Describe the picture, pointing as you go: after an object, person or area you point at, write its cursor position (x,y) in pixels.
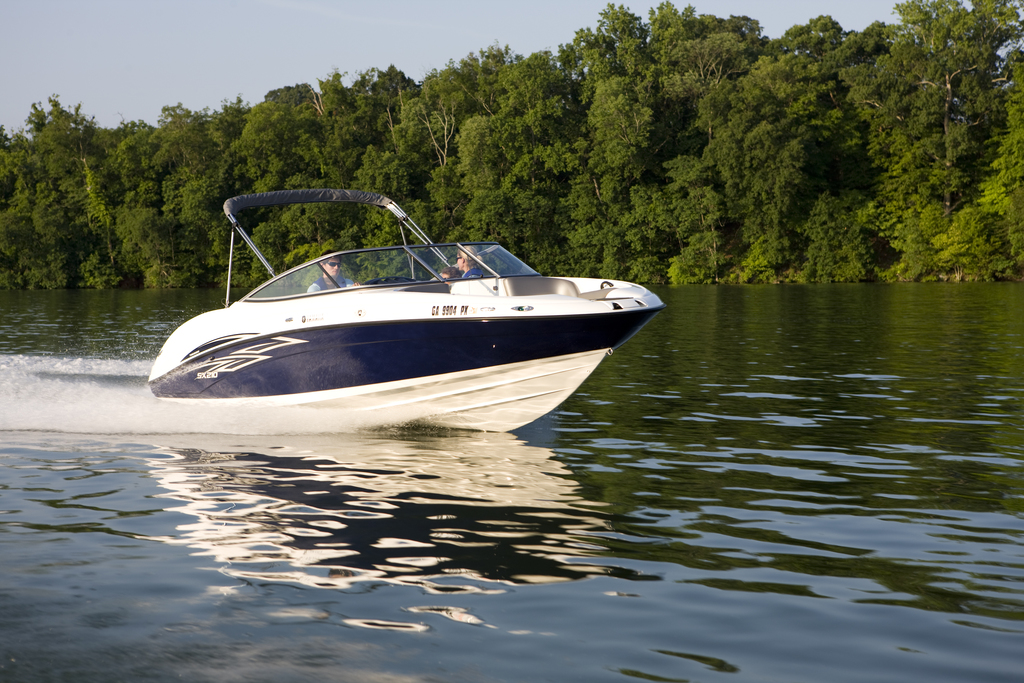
In this image, in the middle (442,388), we can see a boat (446,387) which is moving in the water (522,428). In the boat (526,268), we can see two people (463,256) sitting. In the background (733,138), we can see some trees (804,139), plants (224,237). At the top (178,62), we can see a sky (186,67), at the bottom (890,535), we can see water (303,450) in a lake (141,430).
